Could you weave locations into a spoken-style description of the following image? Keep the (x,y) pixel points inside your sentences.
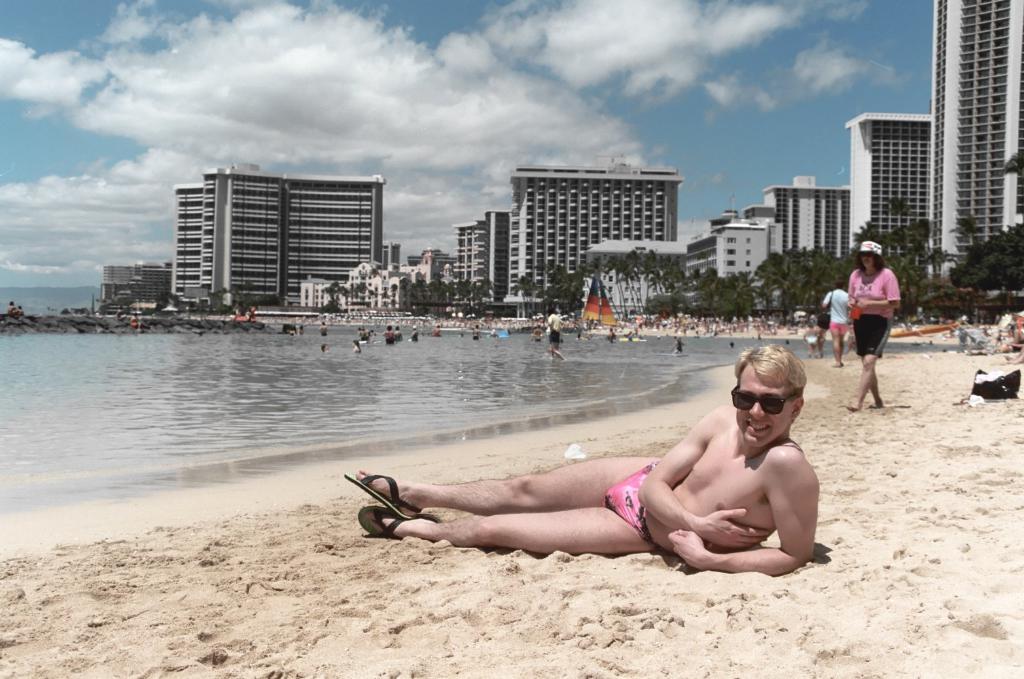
In the foreground of this picture (723,524), there is a man (599,532) laying on the sand (430,555). In the background (755,310), there are persons (750,327) in the water (529,374), few are walking on the sand (833,358), trees (893,258), buildings (933,204), sky (722,147) and the cloud (391,68).
